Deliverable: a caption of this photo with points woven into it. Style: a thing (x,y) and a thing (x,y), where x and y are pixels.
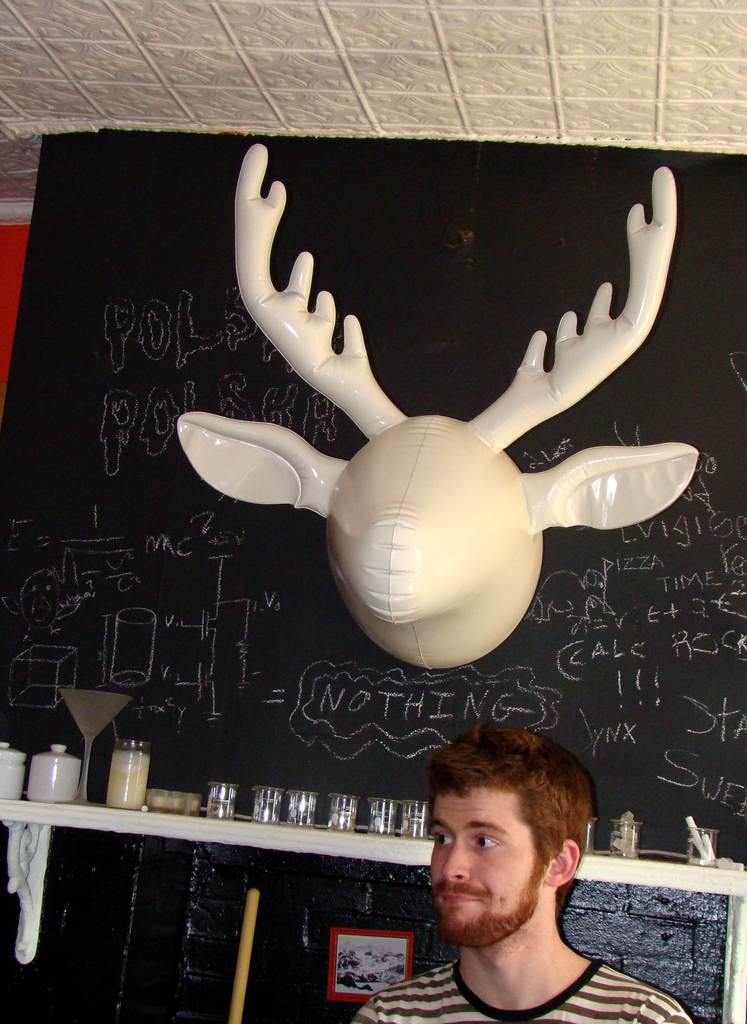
At the bottom (521,878), we see a man (523,924). Behind him, we see a table (215,825) on which glasses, jars (67,778) and the glass bottle (109,780) is placed. Behind that, we see a board (146,493) in black color with some text (163,528) written on it. We even see a toy (465,555) of reindeer (438,513) is placed on that board (650,598). At the top (364,117), we see the ceiling (240,20) of the room (165,14).
